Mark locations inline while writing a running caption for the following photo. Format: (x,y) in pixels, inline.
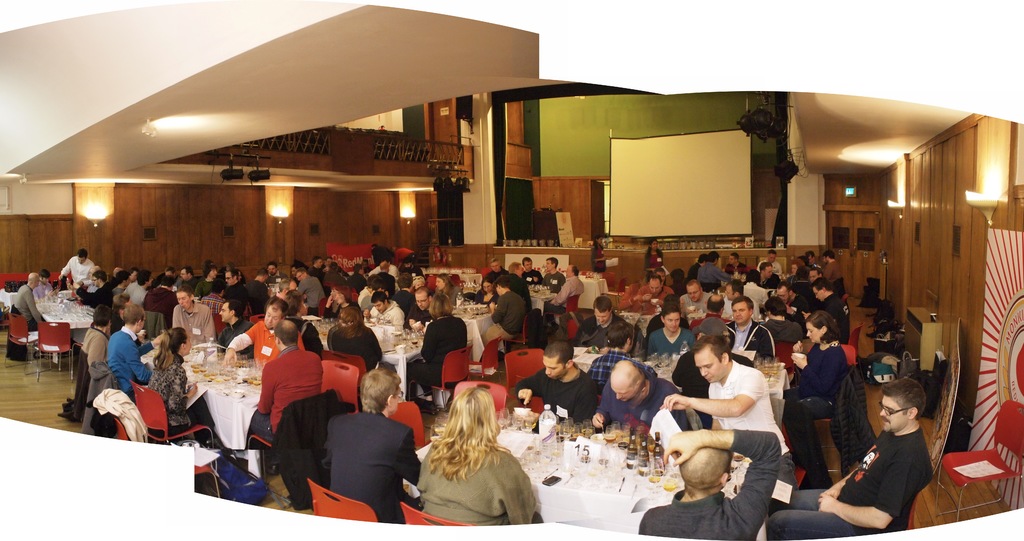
In this image I can see a group of people (426,345) are sitting on a chair (339,389) in front of a table (390,363). On the table (612,437) we have a couple of objects (593,455) on it. I can also see there is a projector screen (681,203).
